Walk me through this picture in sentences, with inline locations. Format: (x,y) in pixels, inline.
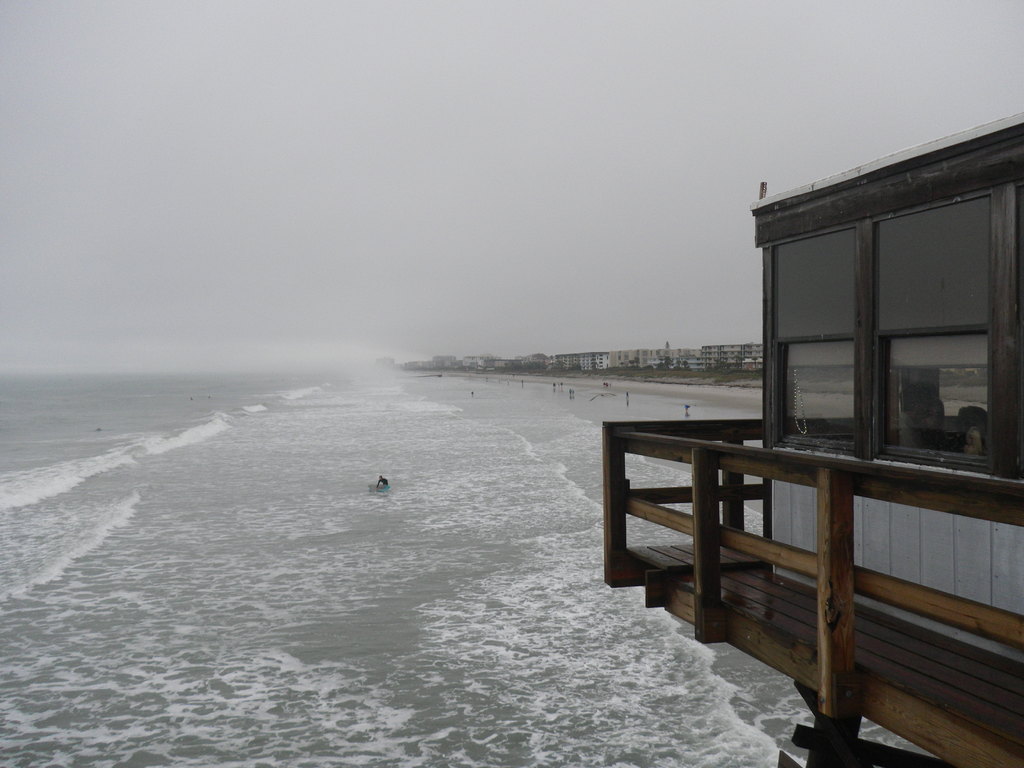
In this image I see the watch tower (854,351) over here and I see the water (404,511) and I see few people (608,385). In the background (534,355) I see the buildings (748,344) and the sky (531,208).
